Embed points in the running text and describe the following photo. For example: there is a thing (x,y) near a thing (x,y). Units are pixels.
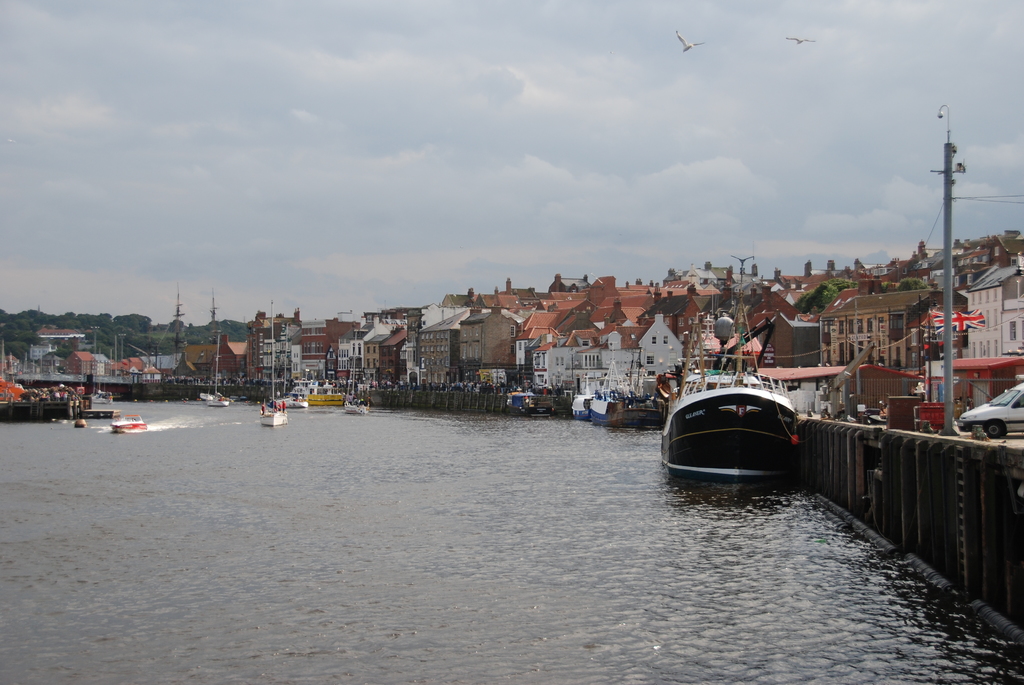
In this image, on the right side (1018,389), we can see a car (994,416), flags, building (890,364), street lights (950,303), houses (761,339), windows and a boat (748,410) which is floating on the water (728,639). On the left side (268,415), we can also see some boats (19,392) which are floating on the water (43,429), bridge (30,383), houses (75,368), trees (6,339). In the middle of the image (593,406), we can see some boats (594,419), in the boat (295,405), we can see group of people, houses (402,345), buildings (370,340). At the top (781,84), we can see two birds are flying in the air (735,98) and a sky (430,173) which is cloudy. At the bottom (182,564), we can see a water (573,513) in a lake (548,588).
